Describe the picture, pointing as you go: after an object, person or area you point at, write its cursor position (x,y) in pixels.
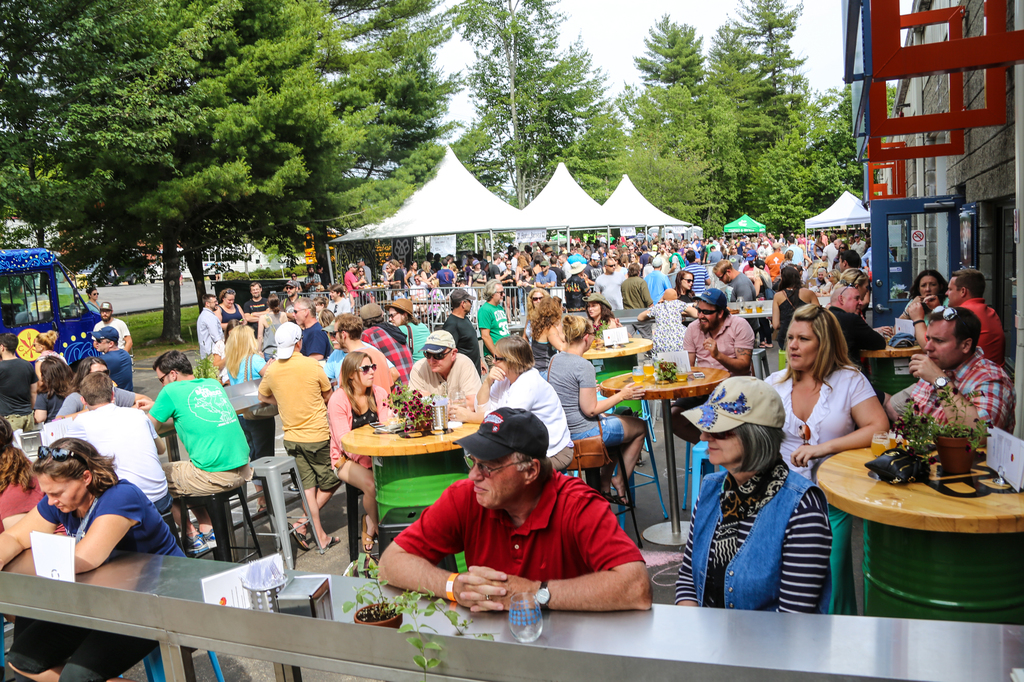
In the center of the image (352,340) there are people (377,326) sitting on chairs (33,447). There are tables (445,451). In the background of the image (466,163) there are trees (337,151). There are stalls (427,235). To the right side of the image (887,239) there is a building (993,55). At the top of the image (606,22) there is sky (605,21). To the left side of the image (4,331) there is a vehicle (18,323) on the road (145,357).
